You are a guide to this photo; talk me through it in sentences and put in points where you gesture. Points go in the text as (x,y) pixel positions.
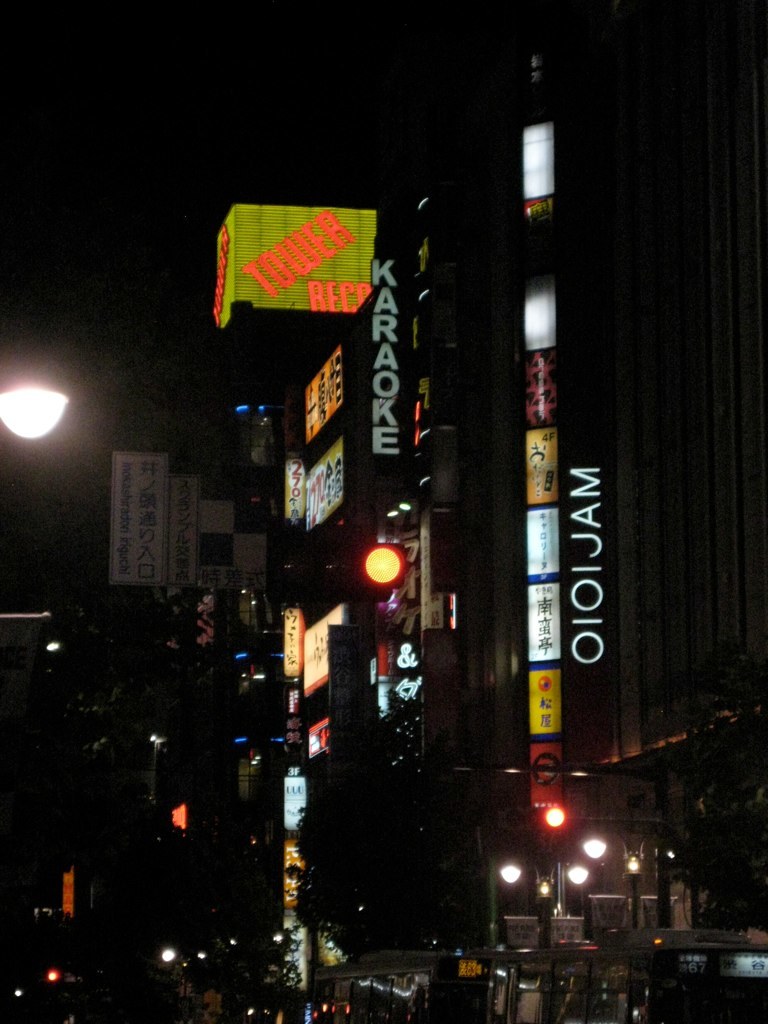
In this image we can see many buildings (269,442) with lights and name boards (326,485). On the left side (29,405) there is a light (38,414). Also there are trees (385,884). At the bottom (399,951) there is a bus (502,992).
